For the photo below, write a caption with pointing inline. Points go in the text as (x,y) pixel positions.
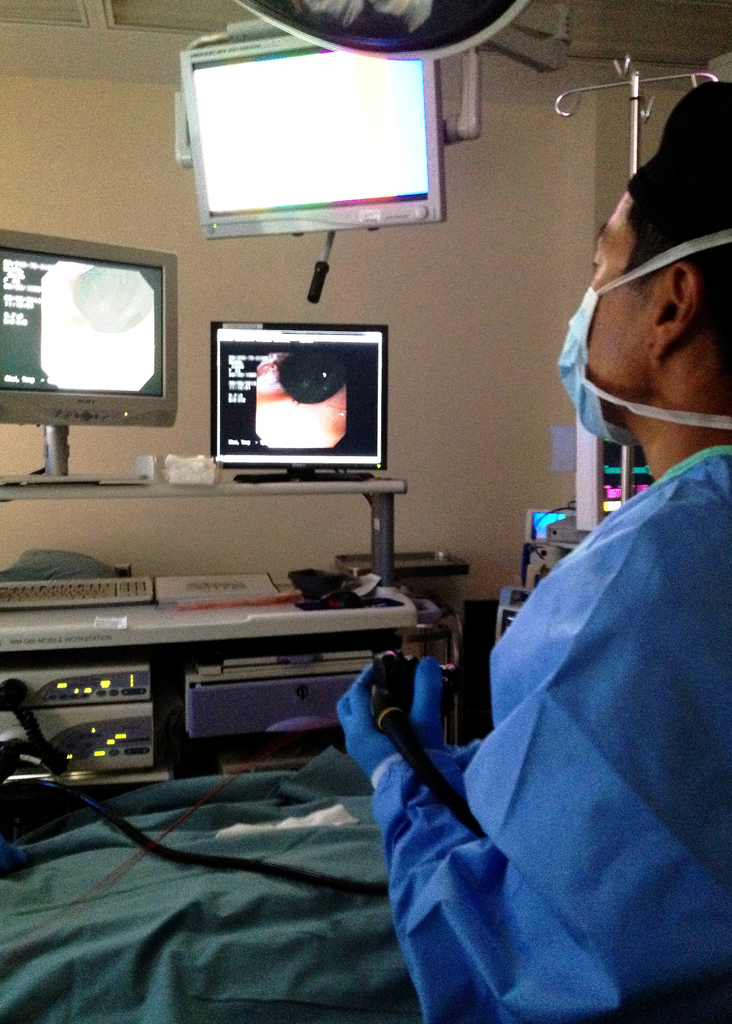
In this image we can see many electronic devices (51,716). There is a person (666,815) and he is holding some object (433,760) in his hand (379,746). There is a stand (631,161) in the image.
